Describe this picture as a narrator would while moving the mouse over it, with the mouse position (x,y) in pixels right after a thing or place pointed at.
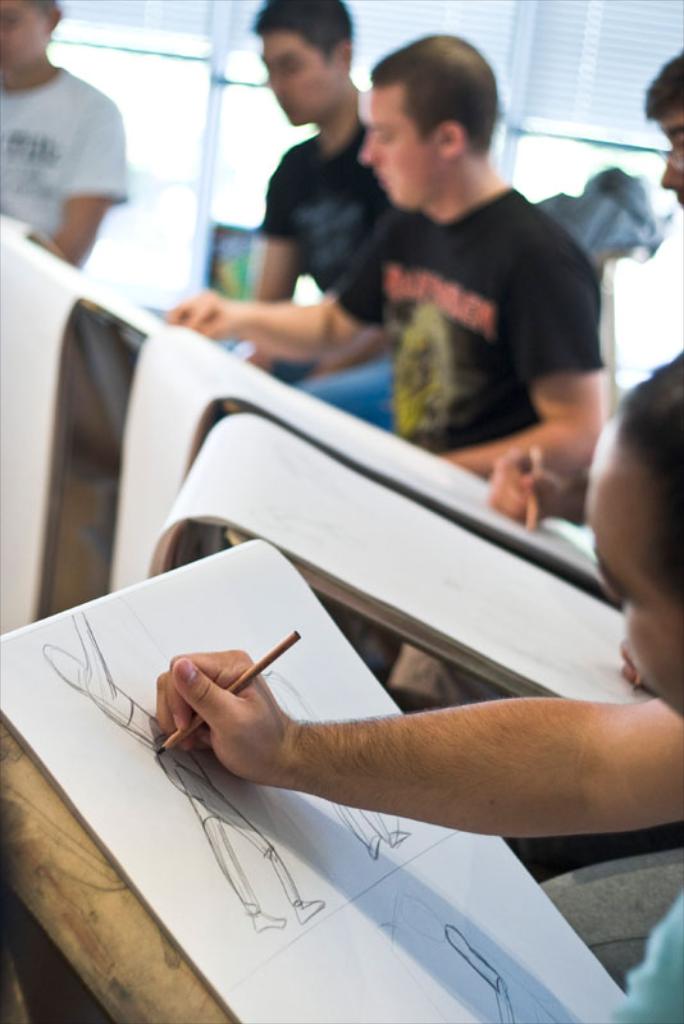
Here I can see few people (426,402) are drawing on the white color sheets (107,646) by holding pencils (275,654) in their hands (514,470). Everyone are looking at the sheets (285,600). In the background (491,14) there is a window (167,98).
